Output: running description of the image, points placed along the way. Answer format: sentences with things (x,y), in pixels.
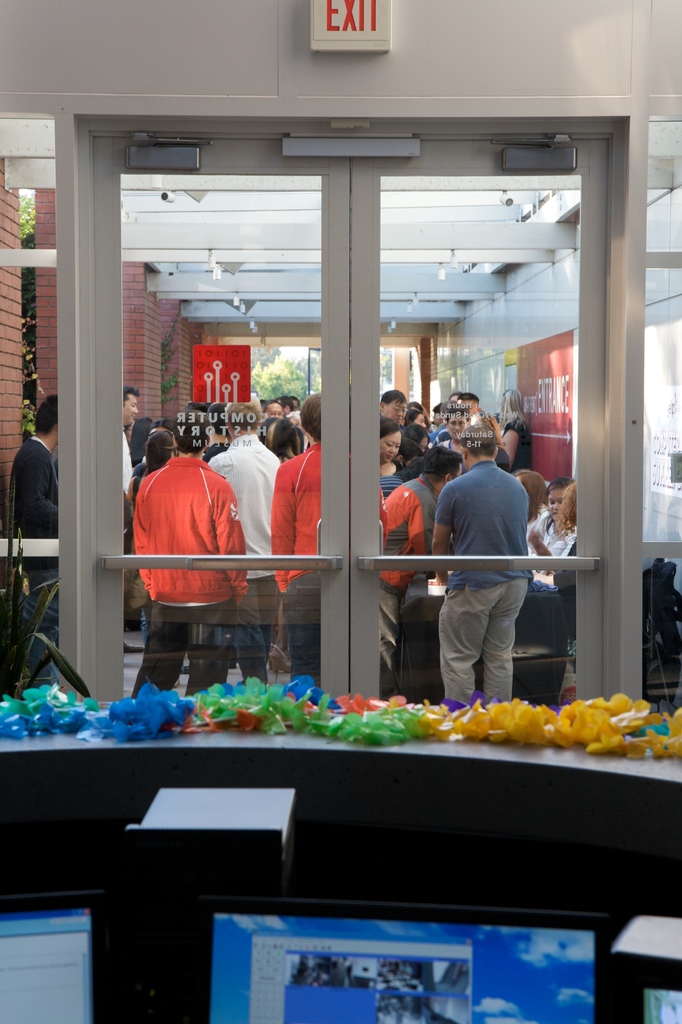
In this image in the front (393,838) there is a monitor (436,951) and there is a table (276,748) and on the table (424,749) there are objects (186,709) which are green, blue and yellow in colour. In the center (289,536) there is a door (368,552) and behind the door (379,540) there are persons (268,495) standing and sitting and there are pillars (191,366) and on the right side (525,383) there is a board (542,401) with some text (542,393) written on it which is red in colour.
